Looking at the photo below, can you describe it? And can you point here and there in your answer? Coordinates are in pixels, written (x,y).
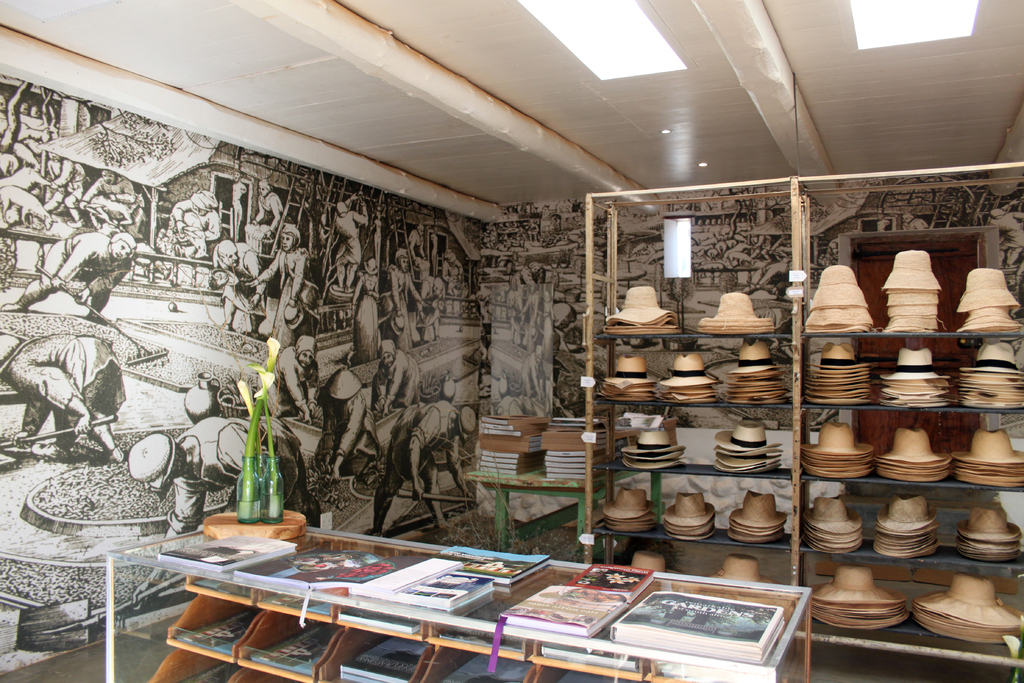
In this image in the front (386,649) there is a table (462,651) and on the table (504,605) there are books (595,616) and there is a plant (251,488). In the center (682,337) there is a shelf (889,409) and on the shelf (696,405) there are hats (897,445) and in the background (484,321) there is painting (552,291) on the wall (623,275) and there is a door (941,292).
